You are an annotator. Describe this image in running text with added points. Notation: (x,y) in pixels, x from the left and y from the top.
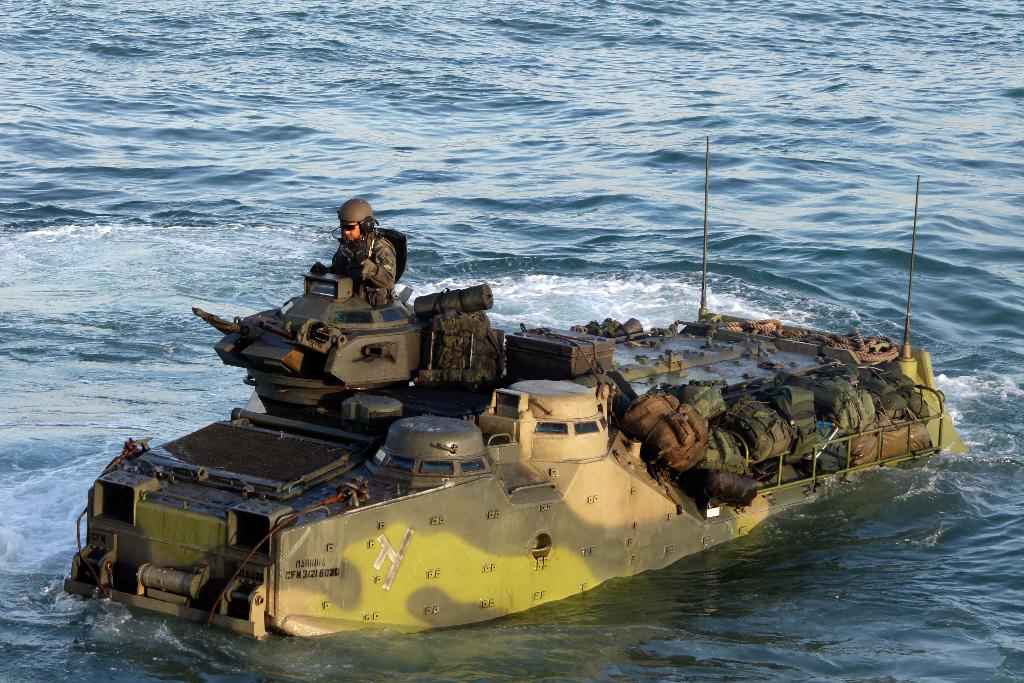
In the image there is an amphibious vehicle (548,406) in the middle (548,406) with a man (381,262) standing in the front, in the ocean (102,111).
